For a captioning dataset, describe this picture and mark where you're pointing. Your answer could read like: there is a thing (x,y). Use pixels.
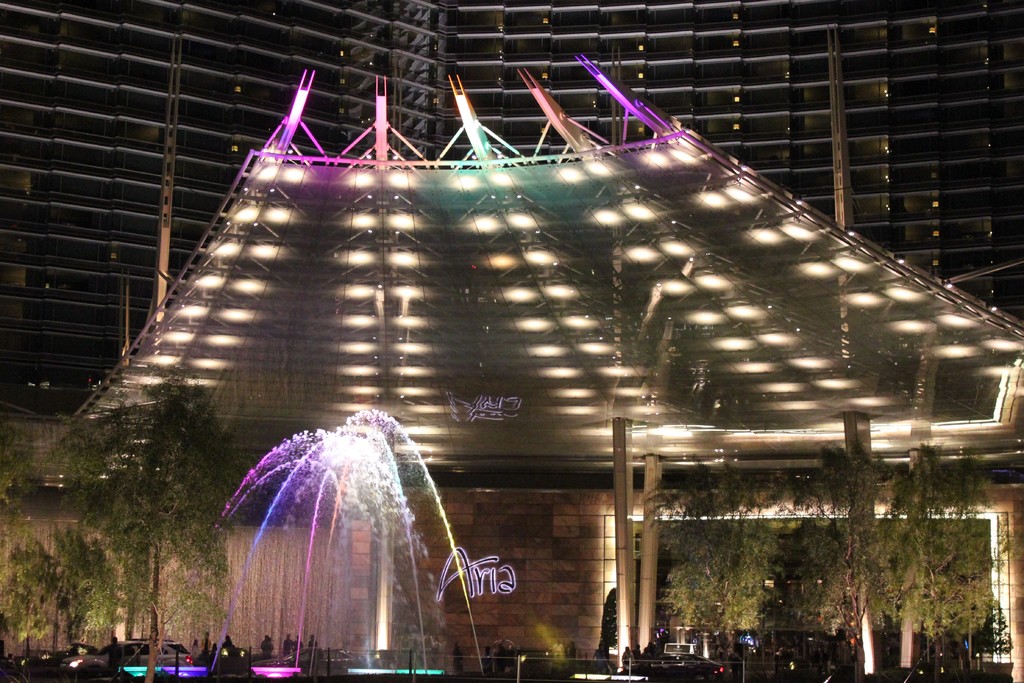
In the image we can see the building (695,253) and a water fountain (352,565). There are many trees (814,564) and vehicles (143,643). We can even see there are people (113,650) and an LED text (458,575).
